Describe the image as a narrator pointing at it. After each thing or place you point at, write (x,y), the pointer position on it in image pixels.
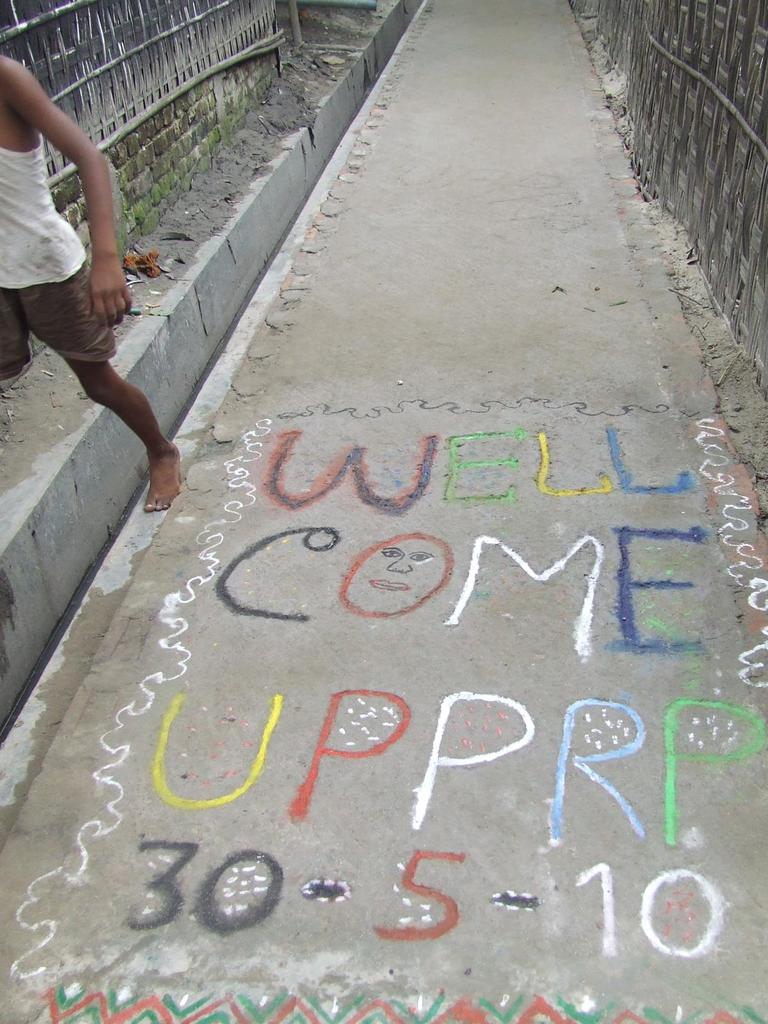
On the left side of the image (75,299) there is a boy (2,295). At the bottom (214,986) there is a road (308,537) and we can see text (300,530) written on the road (407,656). In the background (112,63) there is a fence (721,84).
